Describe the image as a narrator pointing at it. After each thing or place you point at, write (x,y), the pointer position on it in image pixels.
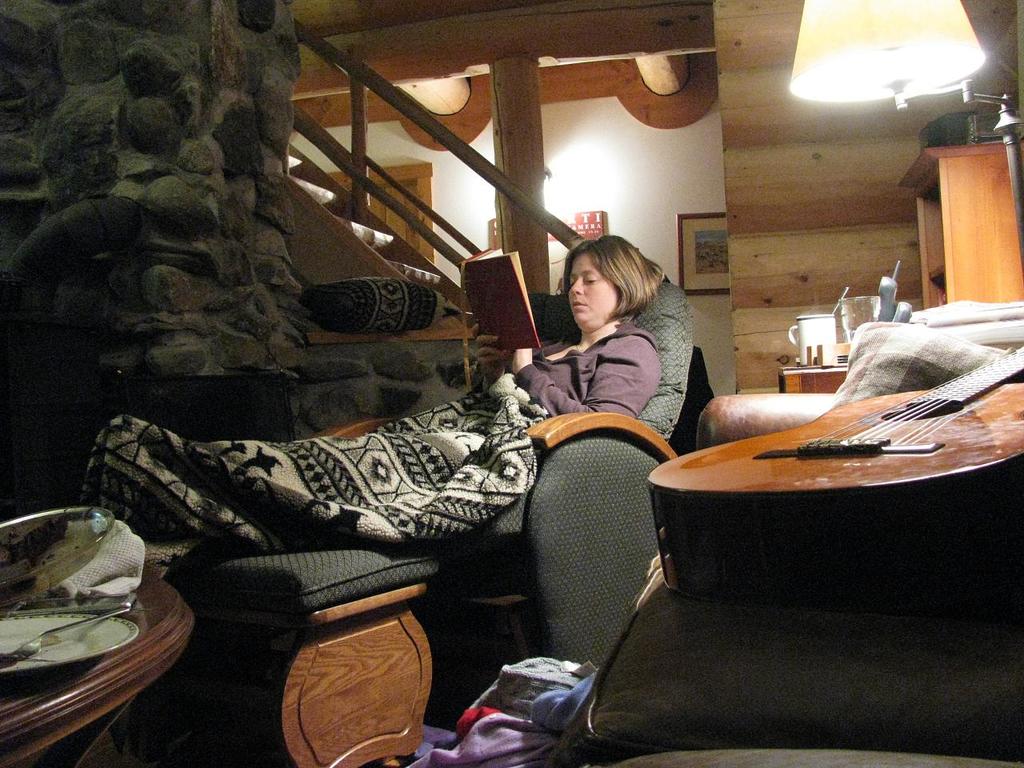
In this image the woman (617,370) is lying on the chair (562,416) with a book (483,288). On the table (102,664) there is plate (97,643). The guitar (755,543) is on the couch (745,667). At the background (694,247) the frame (684,223) is attached to the wall (673,167). On the right side (930,262) there is a cupboard (942,250).
